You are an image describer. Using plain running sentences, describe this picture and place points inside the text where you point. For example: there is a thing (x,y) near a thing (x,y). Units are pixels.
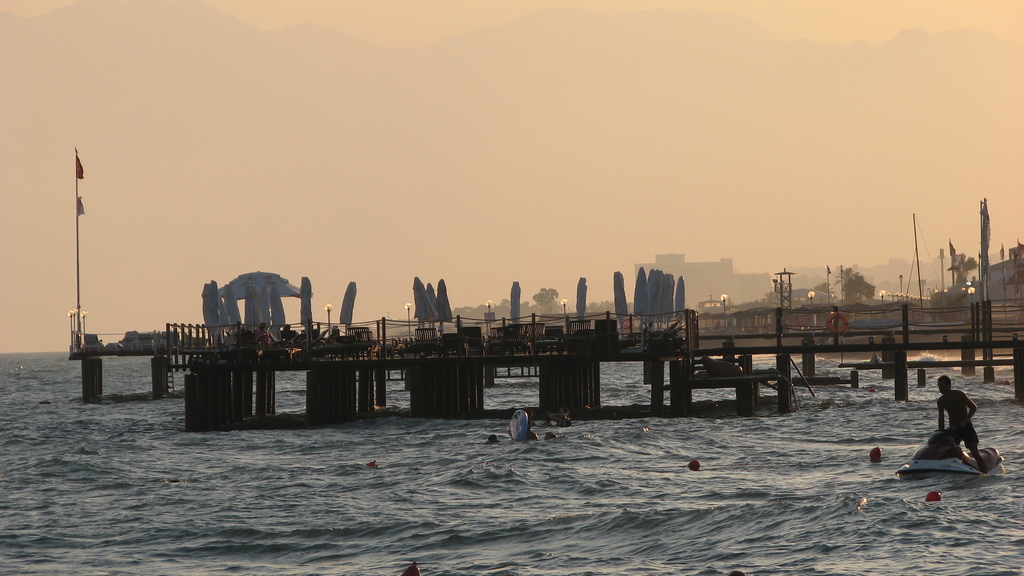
In the center of the image (461,342) we can see a wooden pier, water (847,417), one person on the boat (932,447) and a few people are in the water (615,495). In the background (631,210), we can see the sky (553,196), buildings (721,286), trees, poles (985,300) and a few other objects (925,314).
